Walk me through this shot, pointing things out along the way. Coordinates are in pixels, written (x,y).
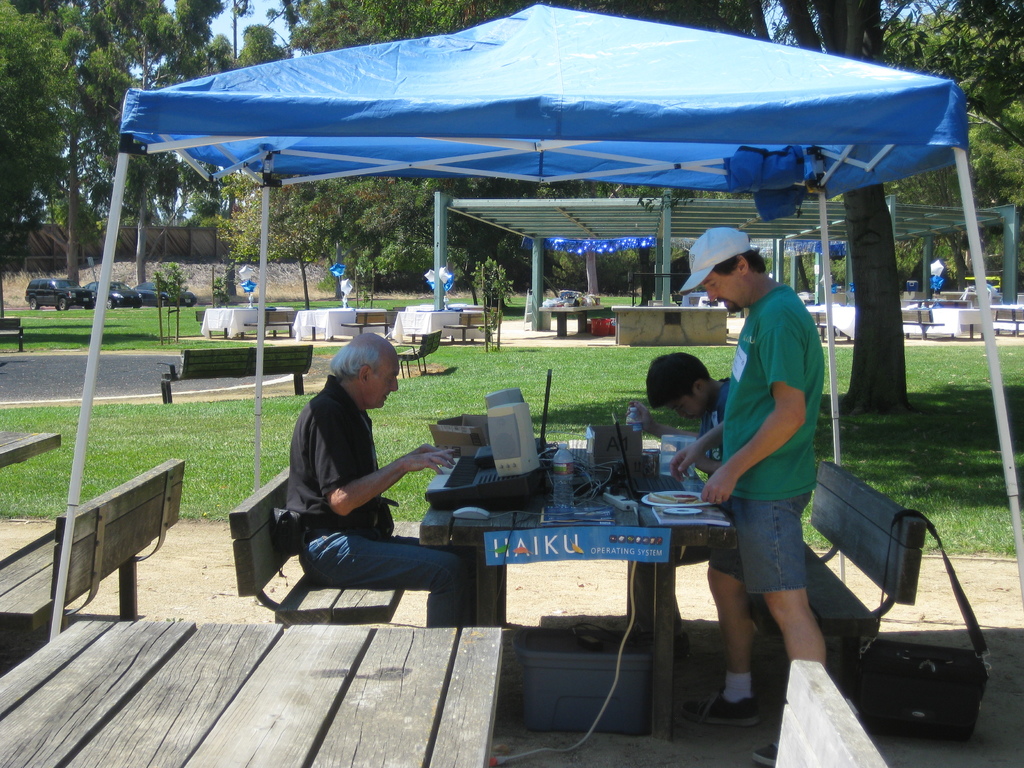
This is a picture of a man (811,360) standing and group of people (687,378) sitting in the chair (281,522) near the table (466,535) and in back ground (1000,114) there is car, tree (158,223), tent (281,103), benches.
